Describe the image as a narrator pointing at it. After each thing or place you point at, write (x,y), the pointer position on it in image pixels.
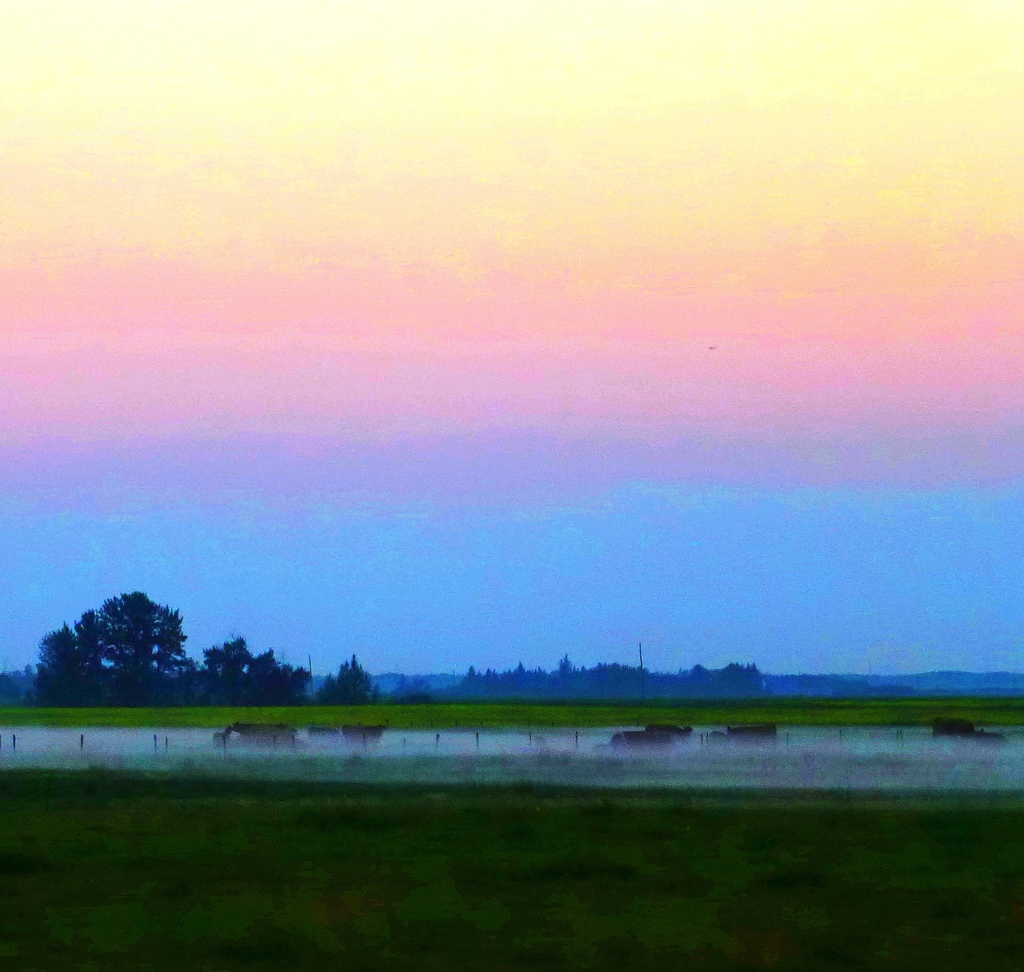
There is mist (567,763) and the ground (666,795) is greenery (544,711) beside it and there are trees (345,700) in the background (465,696).
